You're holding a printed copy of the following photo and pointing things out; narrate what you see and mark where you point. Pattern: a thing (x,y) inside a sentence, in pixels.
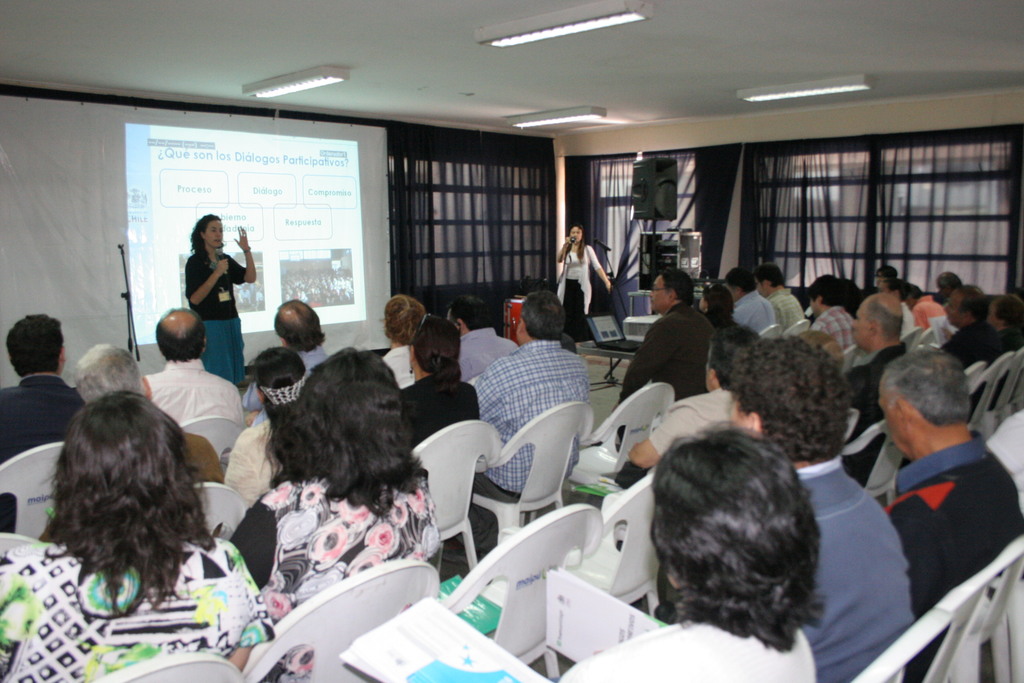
In the center of the image (342,419) we can see a few people (965,382) are sitting on the chairs (626,568). And we can see a few people (741,402) are holding some objects (446,613). In the background (145,223) there is a wall (636,146), screen (292,237), curtains (553,221), two persons (565,251) are standing and holding some objects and a few other objects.
